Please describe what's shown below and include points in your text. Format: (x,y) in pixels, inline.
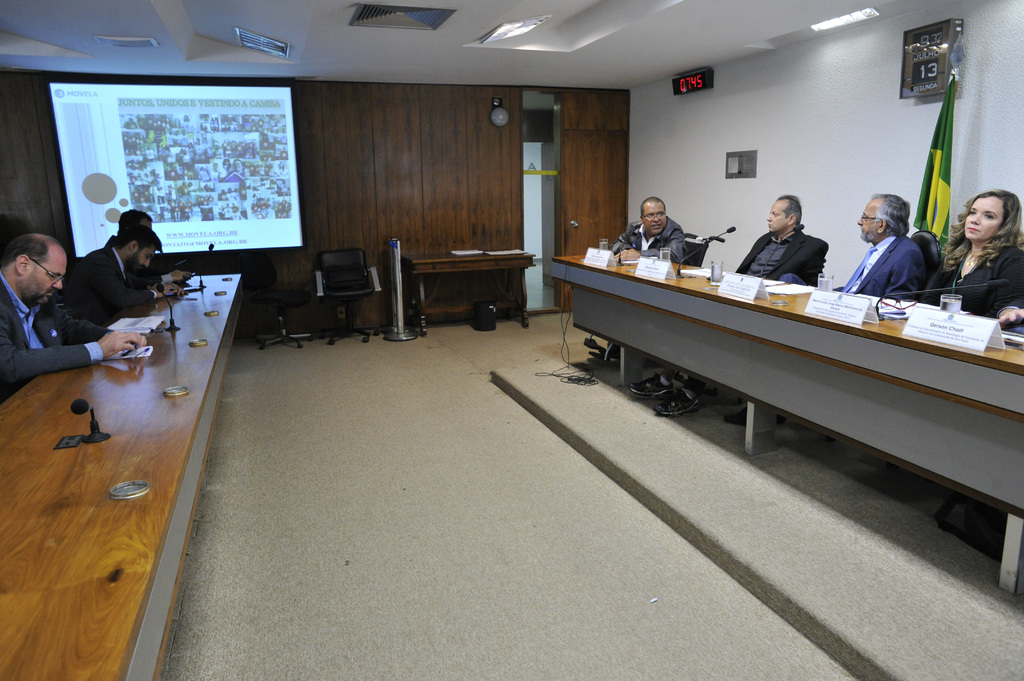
This is a conference room (907,499) where we have two desk (609,290) each side and people (901,290) sitting behind them and on the desk (162,357) we have some mics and notes (789,285) and glasses (821,280) and to the other wall (211,264) we have a screen (104,165) and a desk (501,268) on which some papers (502,255) are placed and a chair (376,281).
